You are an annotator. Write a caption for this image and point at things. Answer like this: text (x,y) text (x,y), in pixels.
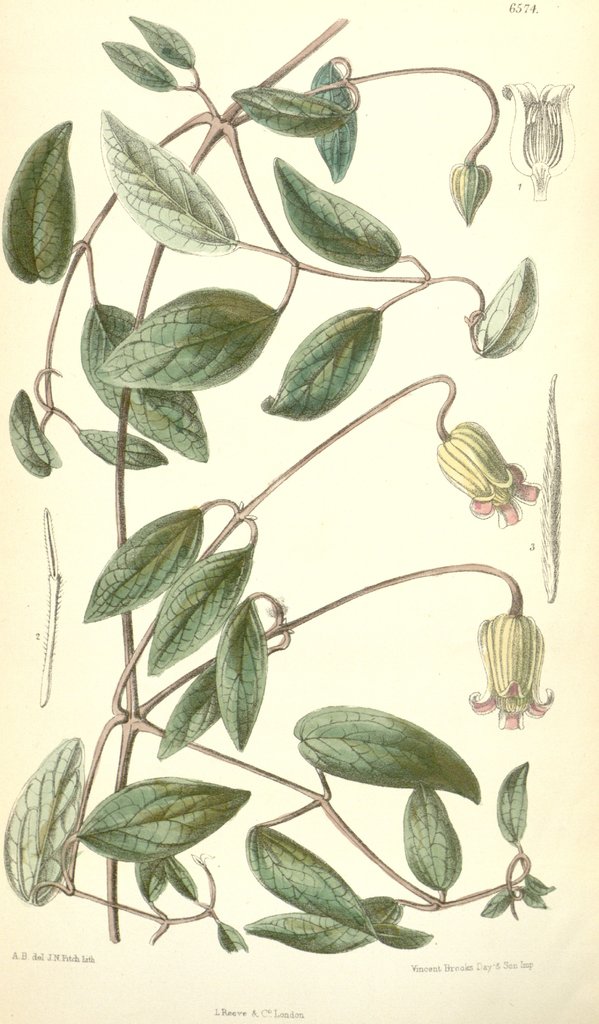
In this image we can see a painting (224,780) of stems (117,698) with leaves (242,305) and flowers (540,101). Also there is text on the image.
